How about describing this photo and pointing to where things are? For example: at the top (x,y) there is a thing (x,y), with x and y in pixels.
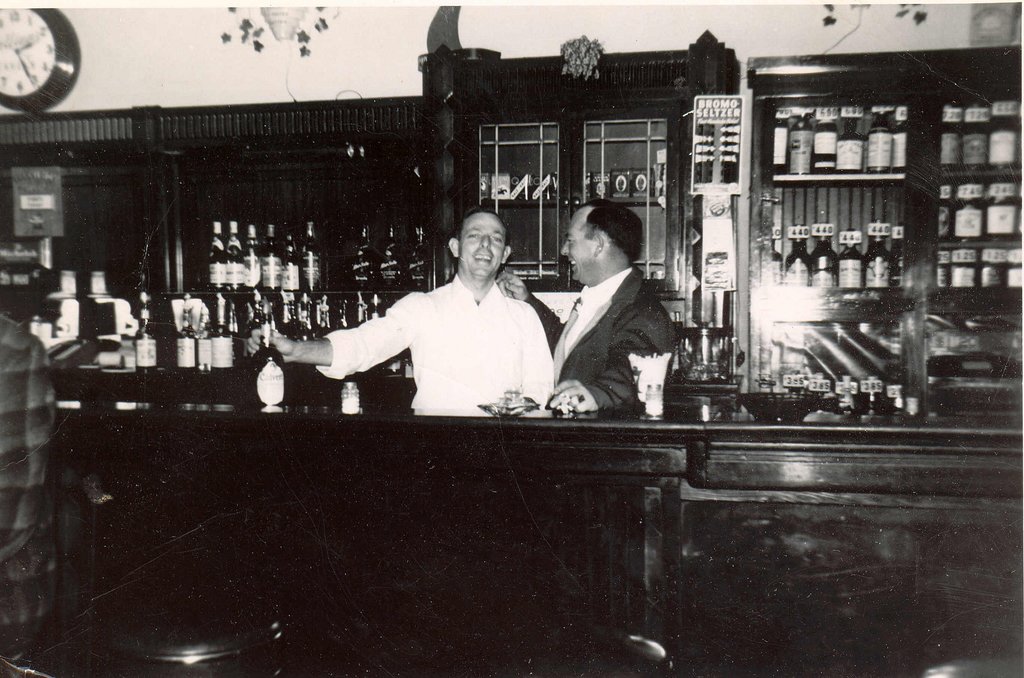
In the foreground of this image (774,457), there are two men (601,269) standing behind a desk (455,523) on which there are glasses (647,387), bottle (279,387), small containers (349,393) and a bowl (790,408) like an object (783,403). In the background (293,291), there are bottles (841,156) in the shelves (848,185) and the cupboards (836,195), and a clock (10,90) on the wall (100,15). It seems like a person (36,461) on the left (38,493) and few stools (198,631) at the bottom (634,657).
